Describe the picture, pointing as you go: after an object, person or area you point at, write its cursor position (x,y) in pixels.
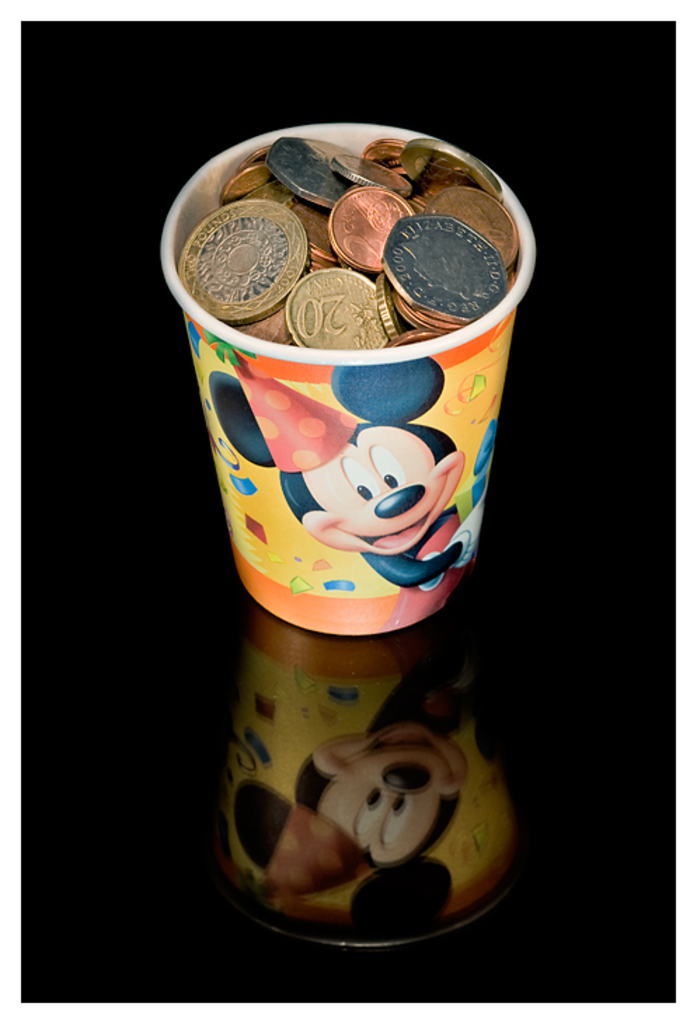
In this image we can see some coins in a glass (338,563) which is placed on the surface (270,683).
